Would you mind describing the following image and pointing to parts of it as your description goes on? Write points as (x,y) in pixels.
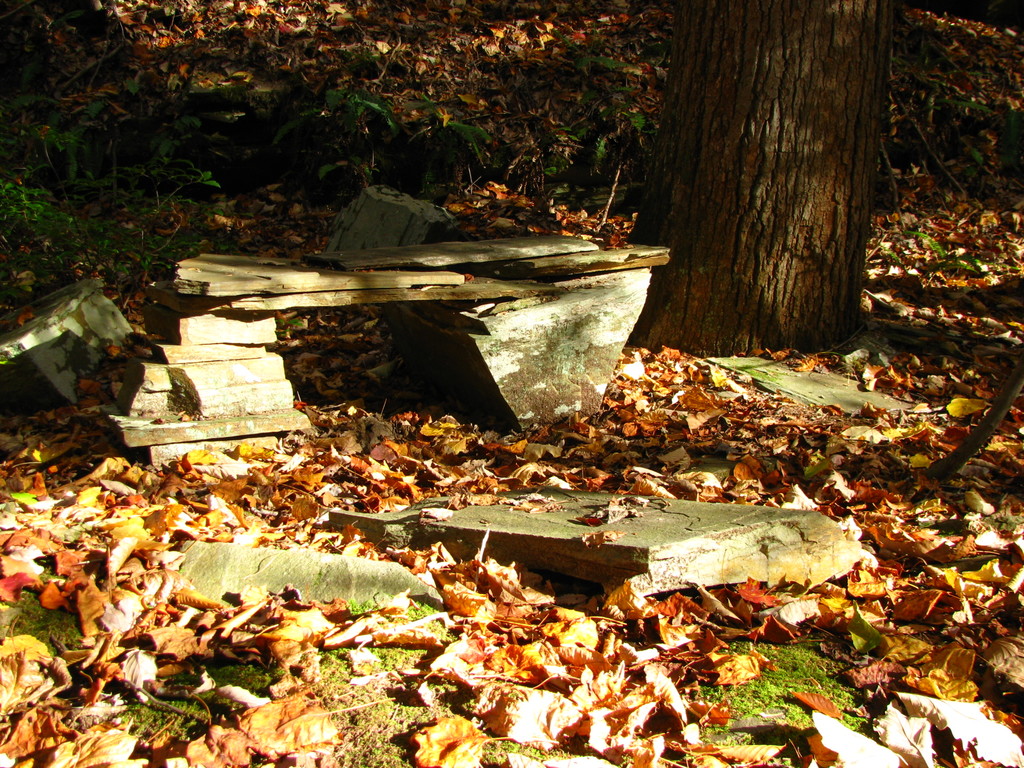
In this image I can see stones (427,505) on ground (733,418). I can also see a tree (720,35) over here.
